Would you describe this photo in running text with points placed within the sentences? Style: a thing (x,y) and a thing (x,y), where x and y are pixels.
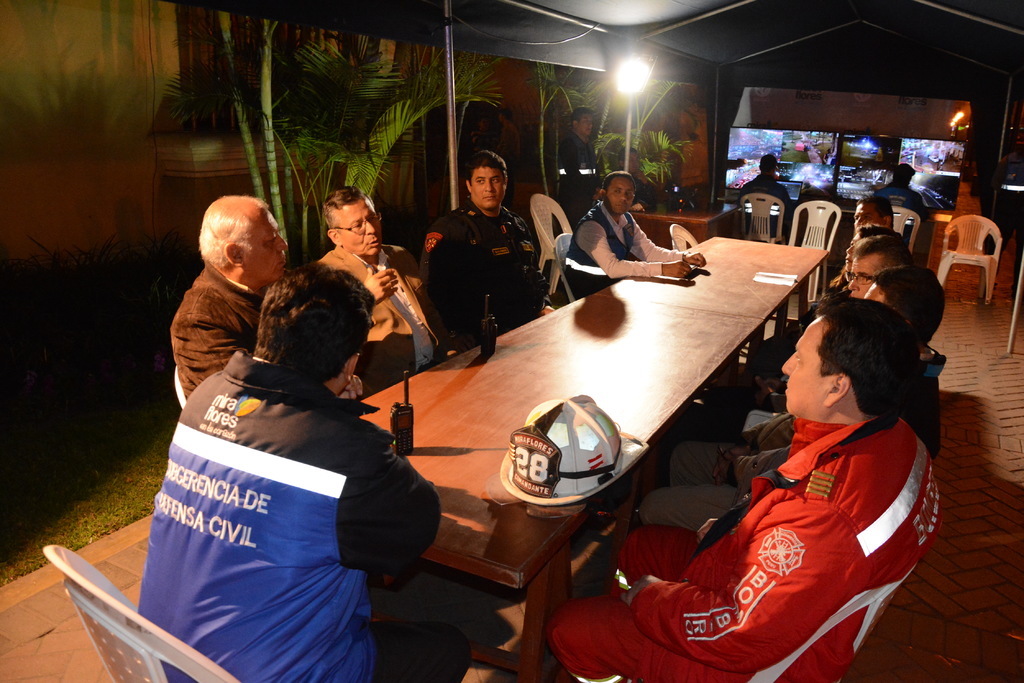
In the image we can see there are men (367,316) who are sitting on the chair (912,231) and in front of them there is a table (675,325) on which there is a helmet (549,439) kept and a walkie talkie (412,430) and on the back (335,181) there are trees (356,116).
